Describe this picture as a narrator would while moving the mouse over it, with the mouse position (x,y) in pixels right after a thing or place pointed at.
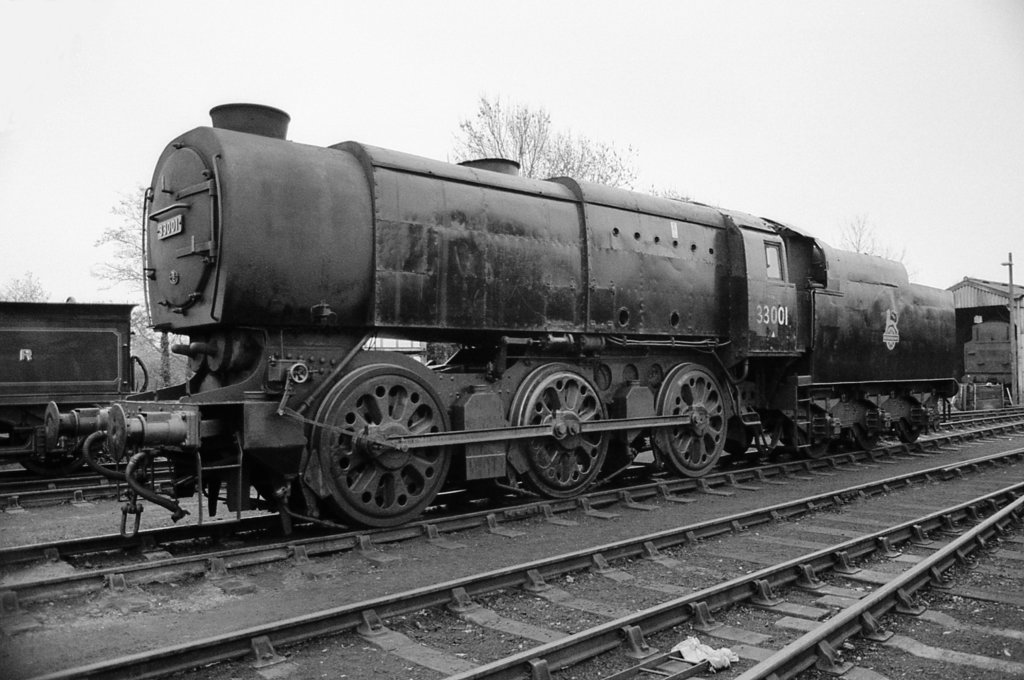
In this image in the center (548,302) there is an engine (529,356) which is on the railway track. In the front (739,624) there are two tracks (800,607). In the background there are trees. There is a cottage (981,304) and the sky (606,113) is cloudy.
